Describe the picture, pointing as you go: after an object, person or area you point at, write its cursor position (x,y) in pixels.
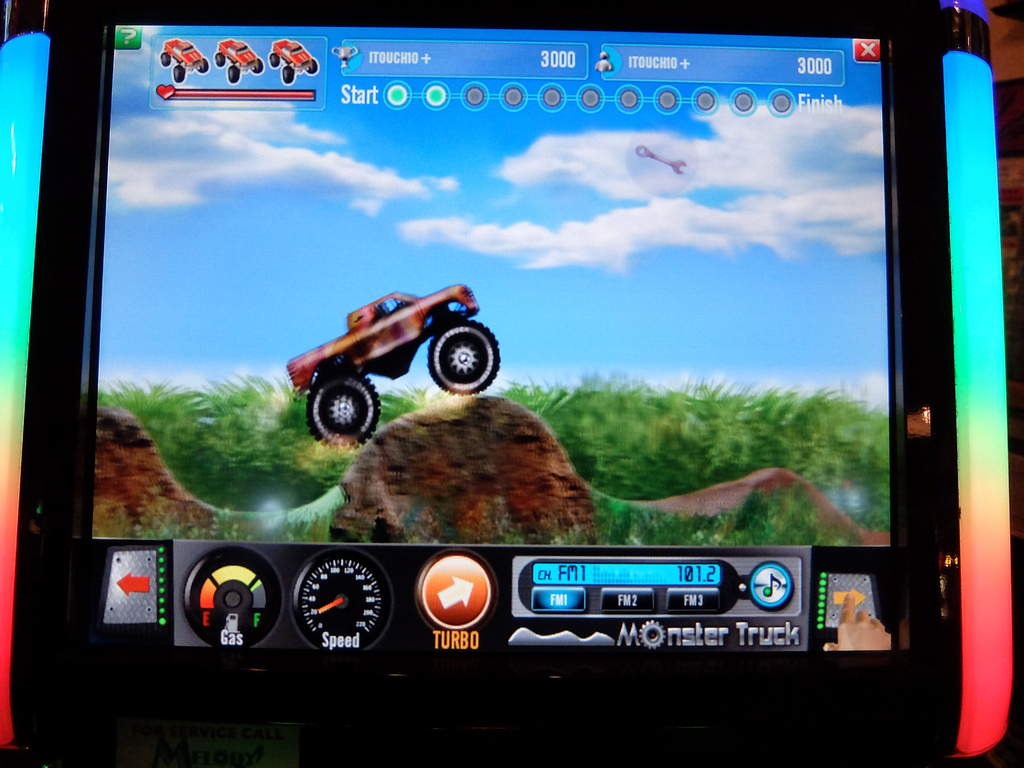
This is the picture of a screen (476,562) in which we can see a vehicle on the rock (556,503), grass (663,480), plants (560,396), speed meter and some things (221,606) around the screen (494,609).
